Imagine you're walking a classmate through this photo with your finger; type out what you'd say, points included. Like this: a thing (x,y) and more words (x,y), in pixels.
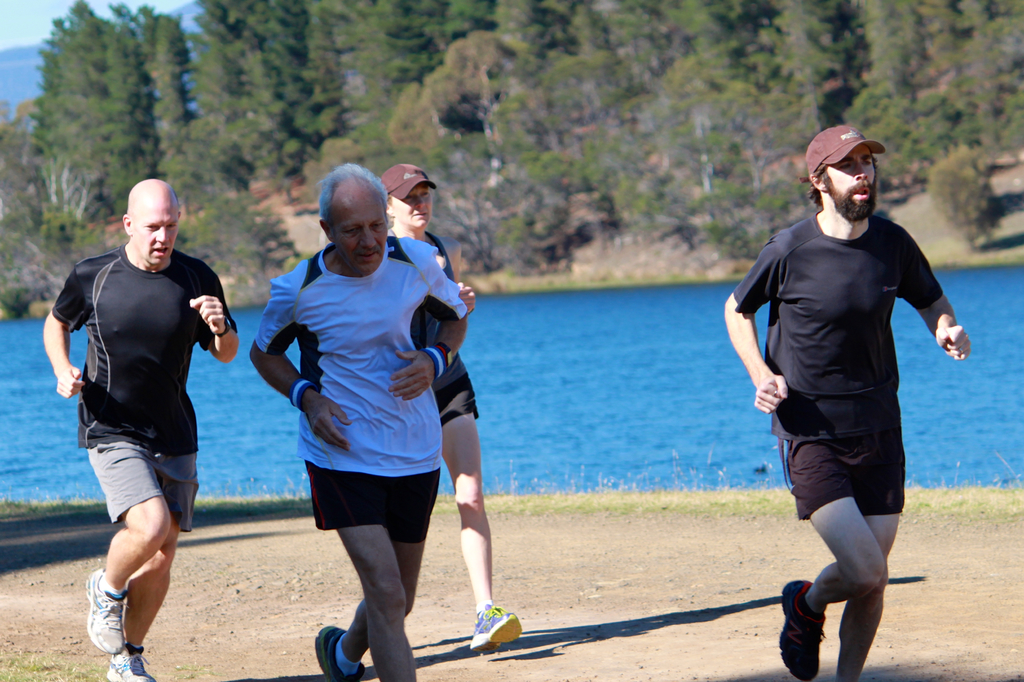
In this image there are persons (333,422) running in the center (353,341). In the background (534,316) there is water (577,339) and there are trees (429,78).
